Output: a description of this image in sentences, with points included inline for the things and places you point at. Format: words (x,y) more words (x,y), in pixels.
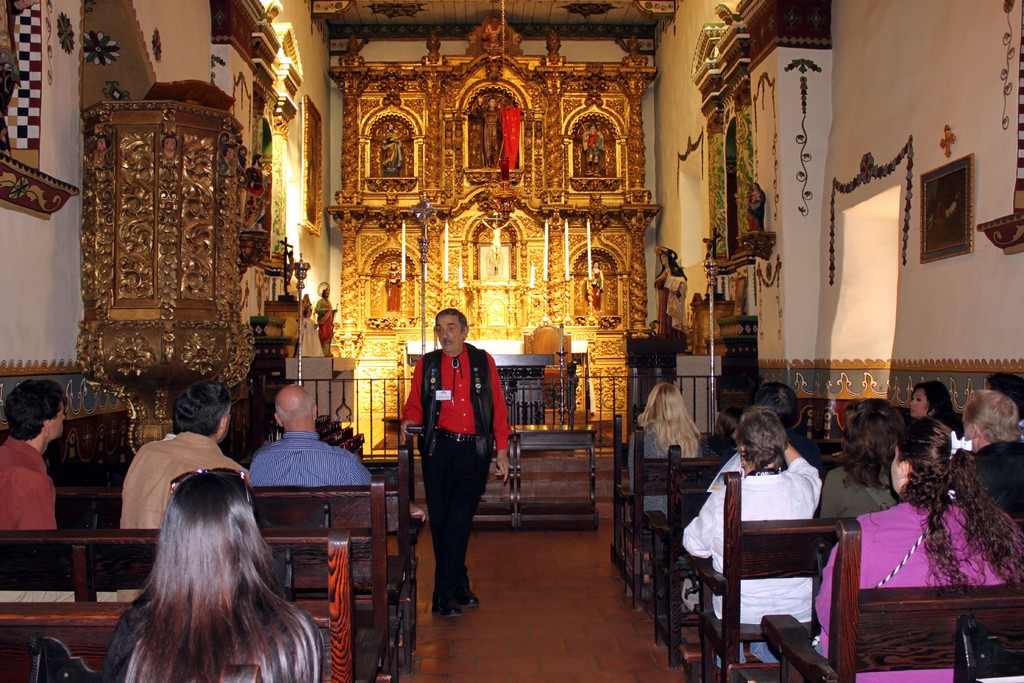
This is the picture of a church (427,255), where there are group of people (109,646) sitting at the left side (109,646), group of people (907,682) sitting at the right side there are sculptures (591,141), statues (489,224) and photo frames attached to the wall (817,136).
